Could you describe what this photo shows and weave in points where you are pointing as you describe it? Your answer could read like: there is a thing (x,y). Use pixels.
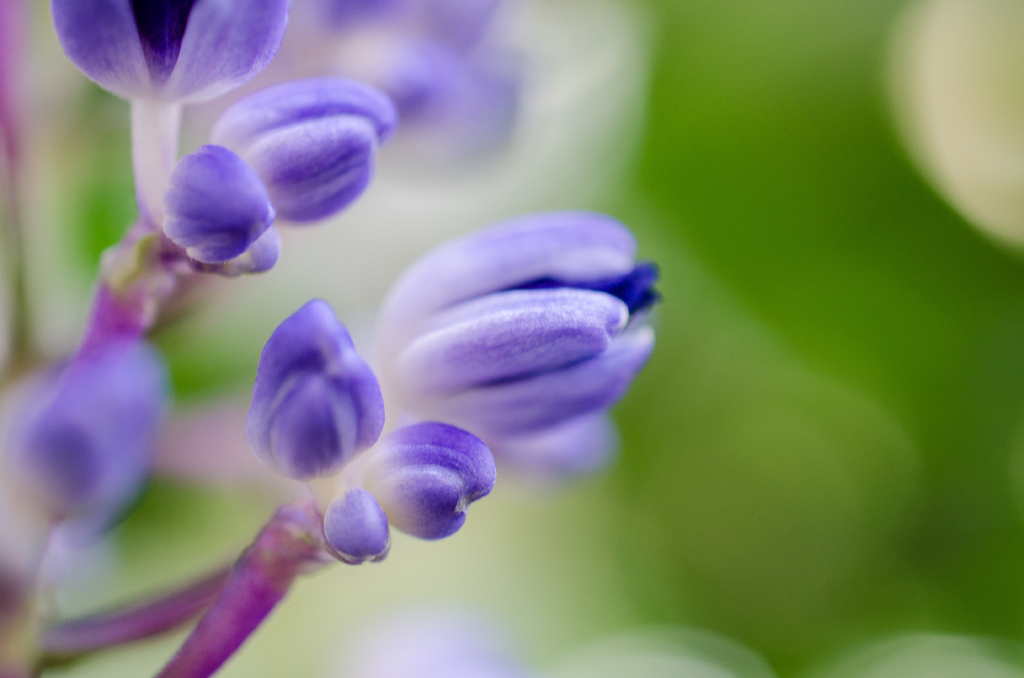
In this picture I can see buds (362,511) and stems (120,319), and there is blur background (951,401).
